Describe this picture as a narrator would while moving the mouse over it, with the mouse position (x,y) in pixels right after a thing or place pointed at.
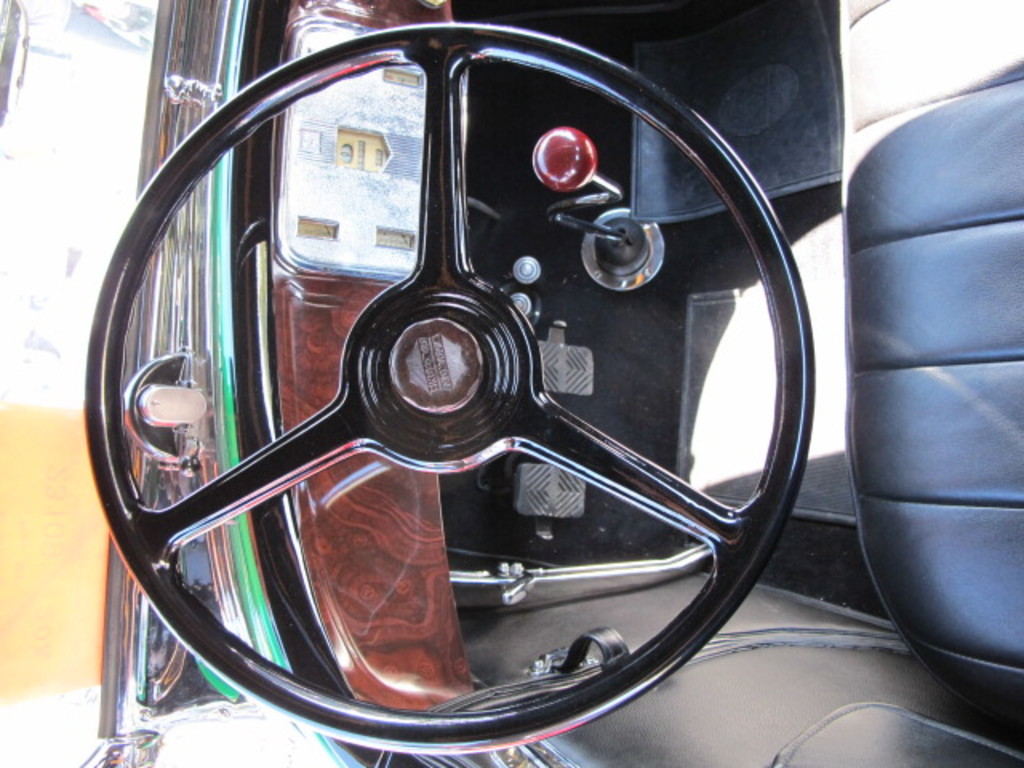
This image is taken in a car (372,278). In the middle of the image (499,393) there is a steering (479,306) and dashboard (327,337). On the right side of the image (880,528) there is a seat (906,405). At the bottom of the image (626,738) there is a door (706,715).
